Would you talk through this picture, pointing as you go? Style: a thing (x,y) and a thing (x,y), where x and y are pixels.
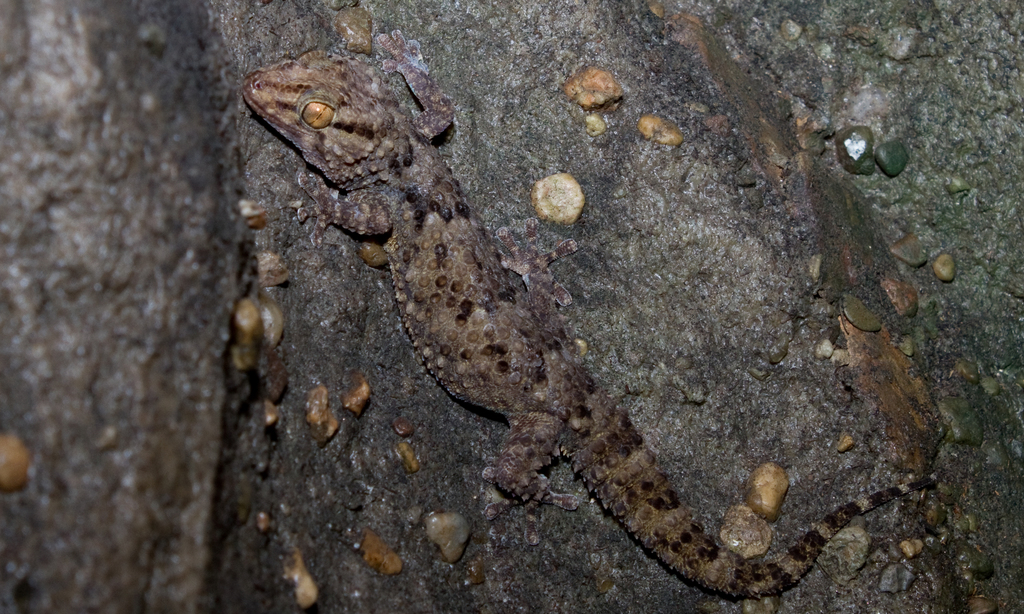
In this image there is a lizard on a stony surface (261,498).
